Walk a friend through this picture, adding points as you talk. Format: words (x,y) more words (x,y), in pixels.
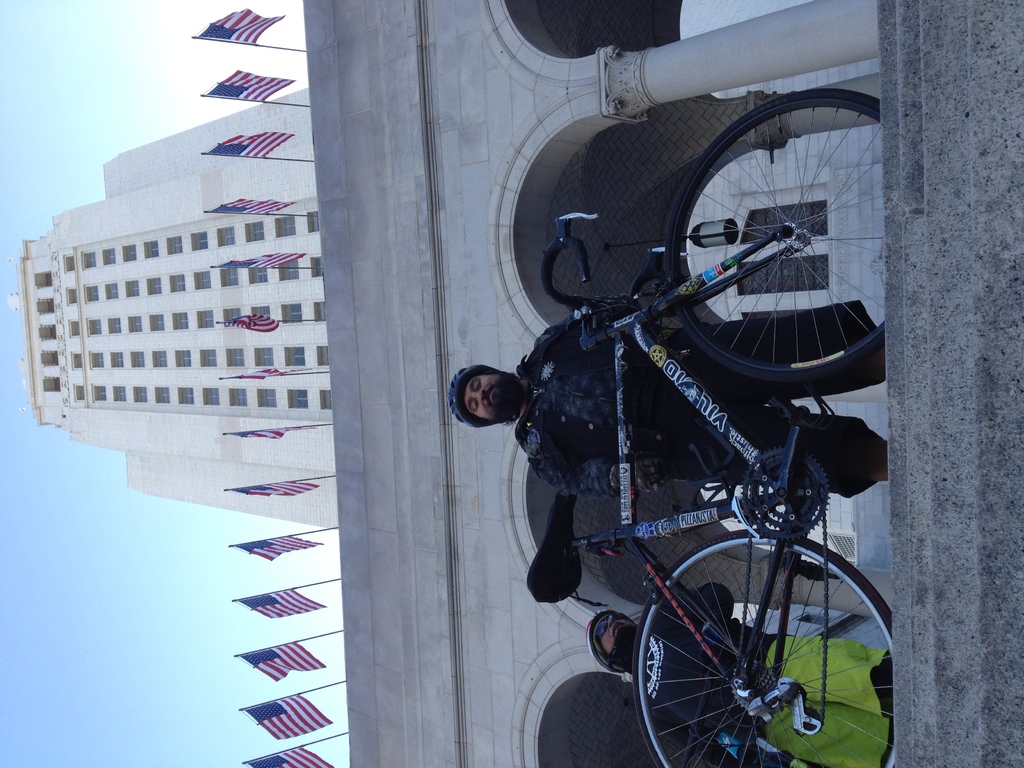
In this image, we can see two people (703,368) are standing near the bicycle (742,524). Right side of the image (1009,436), we can see few stairs (958,354). Background (797,189) there is an arch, building (379,470), few flags (253,98), pillars (752,67). Here we can see the sky (127,709).
